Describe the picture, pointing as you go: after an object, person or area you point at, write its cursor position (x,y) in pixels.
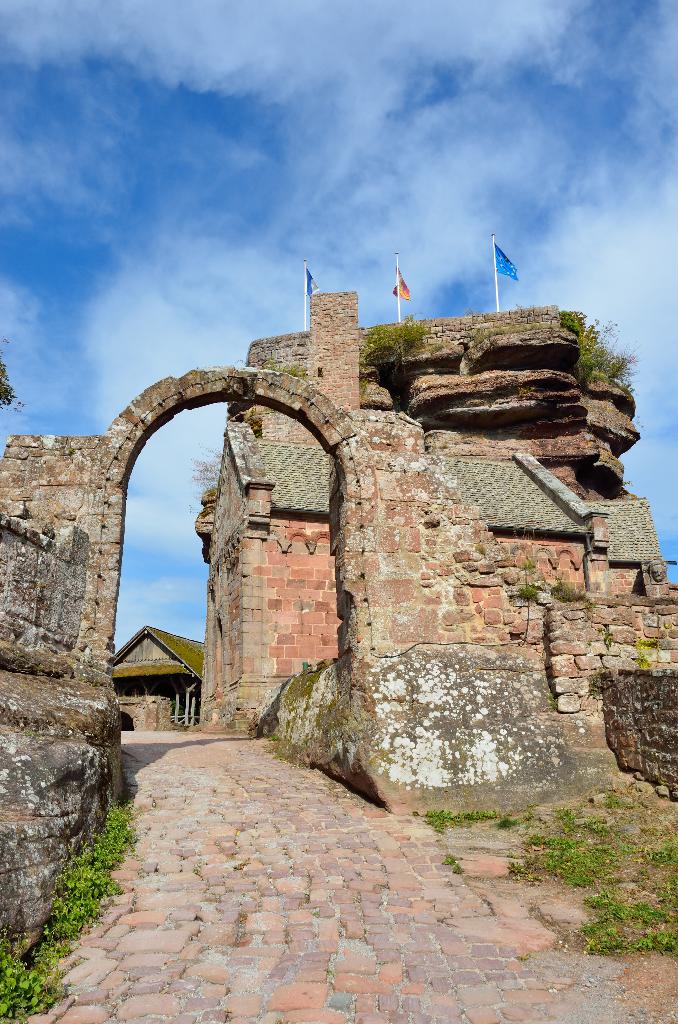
In this image we can see compound wall (90,634) of a house (232,605) there is walkway (182,833) and some grass (119,819) in the middle of the image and in the background of the image (249,645) there are some houses (270,566) and top of the house (326,302) there are some flags (305,285) and top of the image (300,145) there is cloudy sky (300,145).
